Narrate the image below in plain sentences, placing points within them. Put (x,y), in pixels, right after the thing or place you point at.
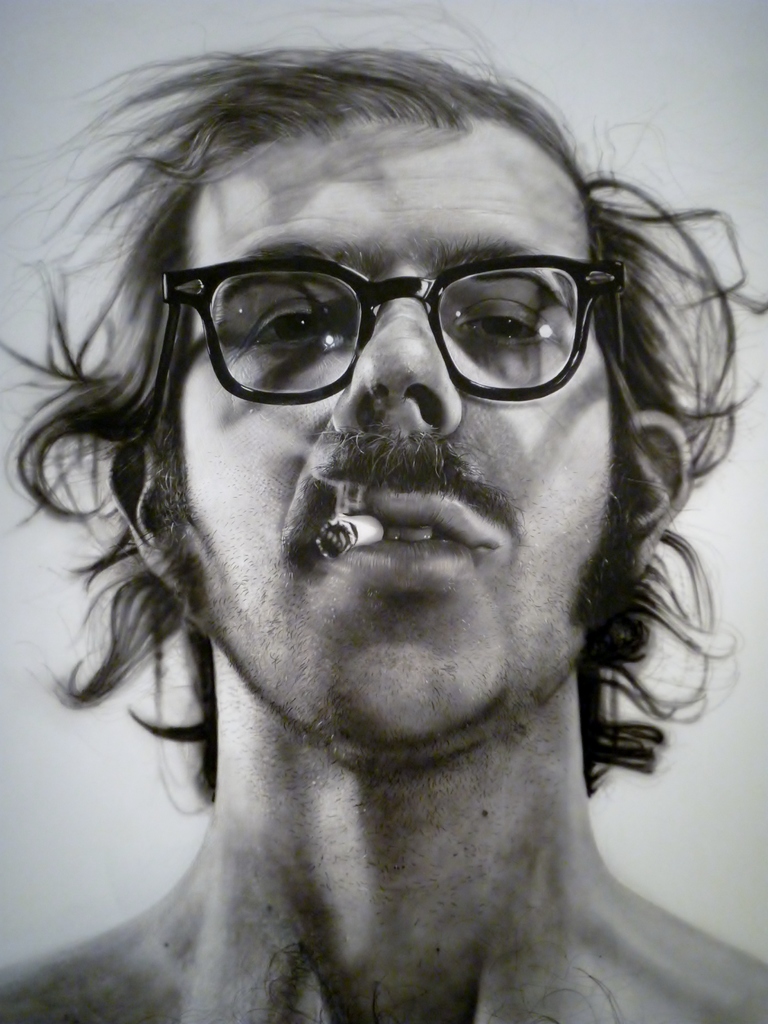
This is a black and white image. In the center of the image (394,524) we can see man (298,404) holding cigarette (349,532) in his mouth (378,518).
